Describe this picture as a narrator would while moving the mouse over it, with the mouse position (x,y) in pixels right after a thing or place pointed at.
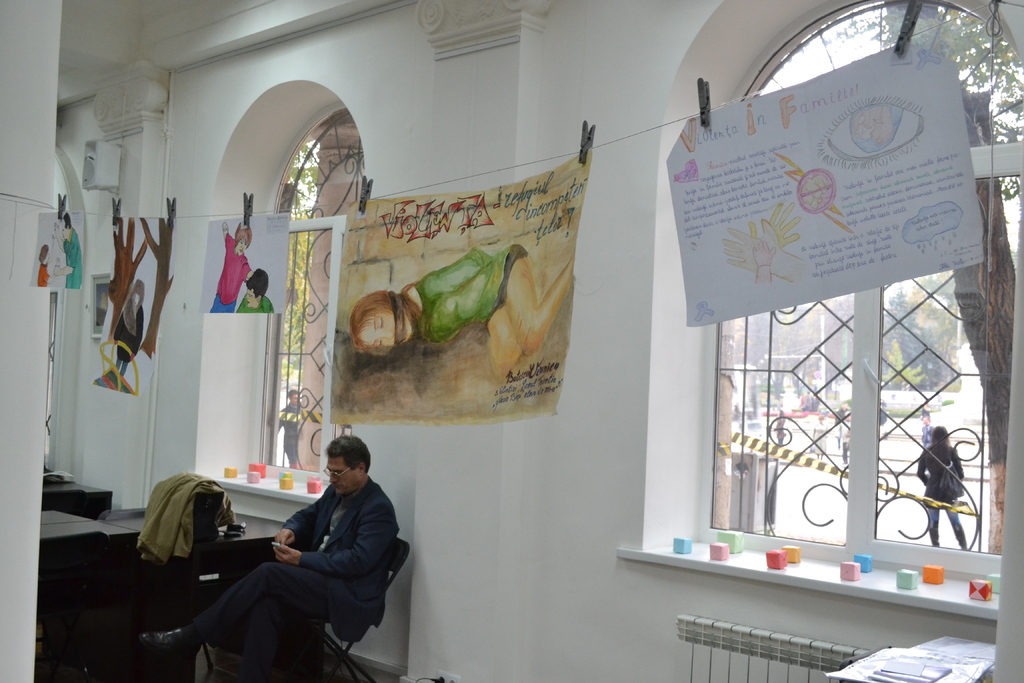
In this picture we can see a man (372,605) is sitting on a chair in front of a table (218,588), there is a cloth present on the table (174,579), on the right side (857,427) we can see a wall (589,438) and windows (813,443), we can also see some charts (506,261) and clips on the right side (732,232), from this window (919,401) we can see some people (846,436) and trees (933,339), at the right bottom (936,665) there are some papers (928,652), there is a speaker (109,158) on the left side (96,174).
